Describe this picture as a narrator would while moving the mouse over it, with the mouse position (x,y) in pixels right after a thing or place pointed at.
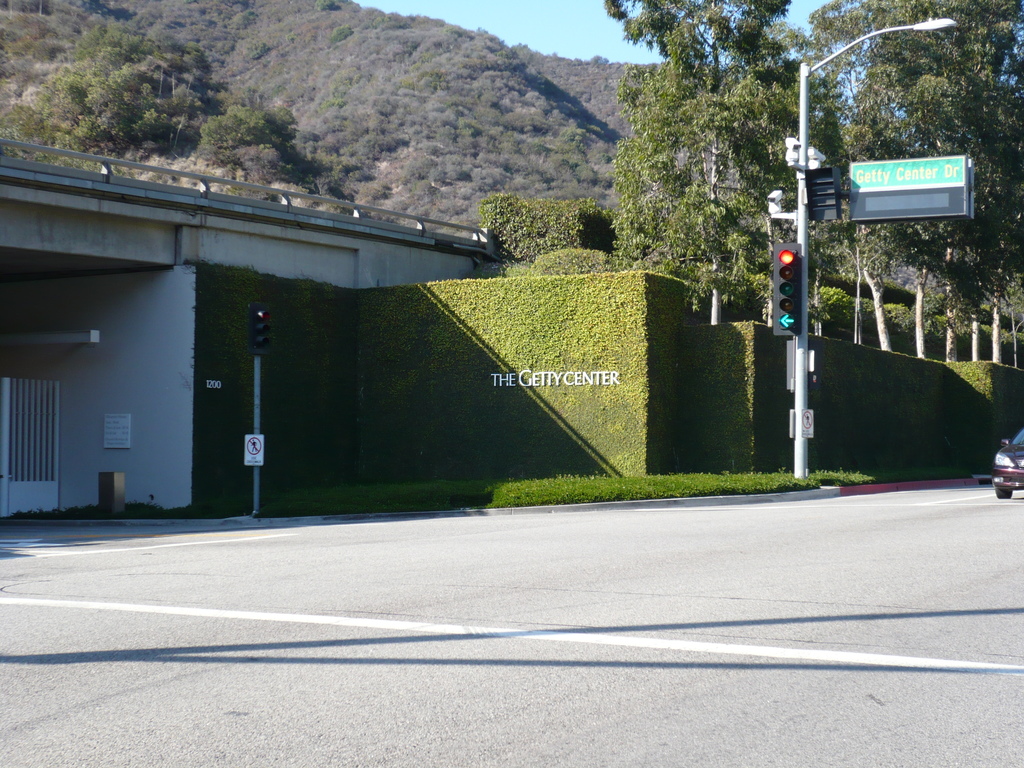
In this image I can see few trees (889,134), traffic signals (833,177), pole (801,205), sign boards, vehicle (1009,475), bridge (297,243) and mountains (533,104). The sky (534,29) is in blue color.
